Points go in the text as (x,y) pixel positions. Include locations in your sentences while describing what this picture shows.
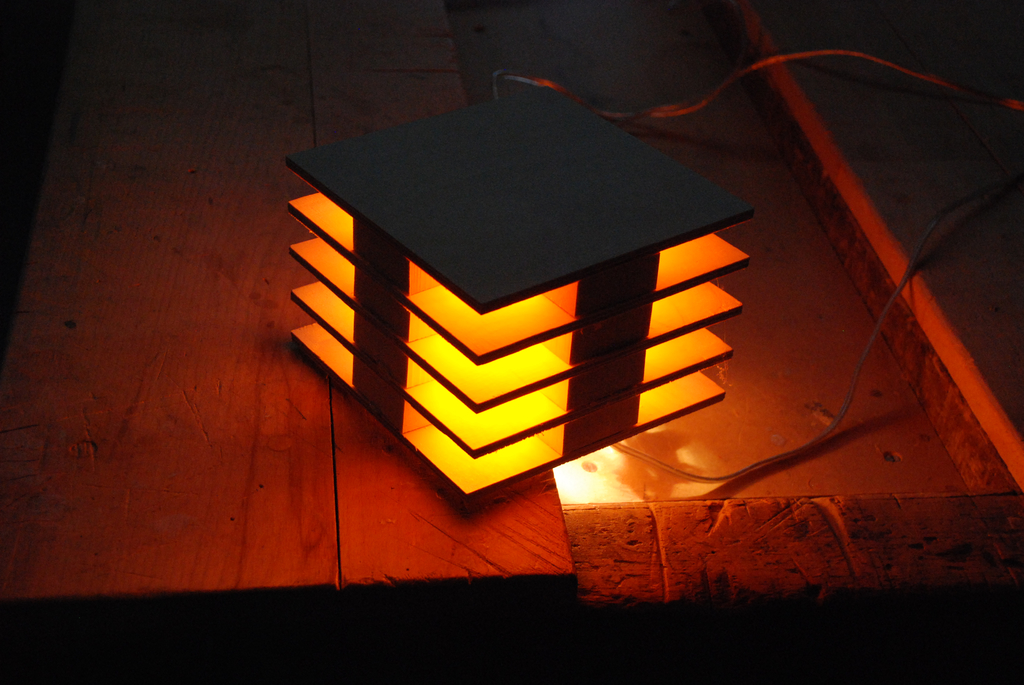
In this image I can see an object (495,356) in the center of the image (508,334) and I can see an orange colored light (517,336) inside the object (502,331). I can see few wires (551,87) and the wooden surface (259,218).
